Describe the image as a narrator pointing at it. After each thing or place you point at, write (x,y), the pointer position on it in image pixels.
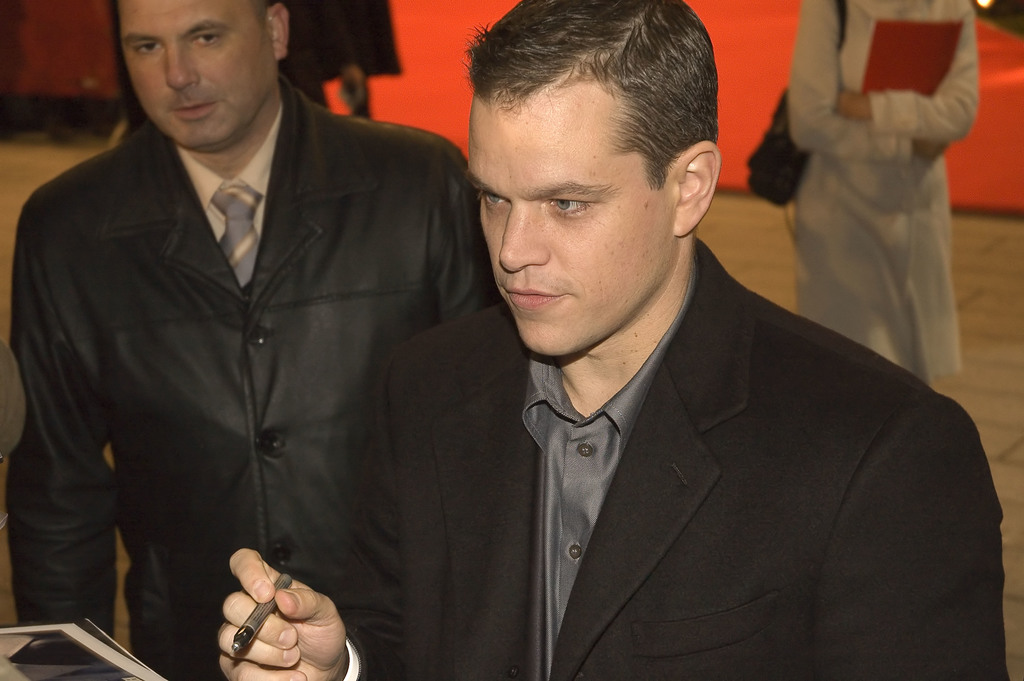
In this image in the foreground (412,301) there are two persons (521,389) who are standing and one person (457,468) is holding a pen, and it seems that he is talking something. In the background (879,232) there is one person (862,138) who is wearing a bag (783,152), and she is holding a book (899,66) and on the floor (766,246) there is a carpet (416,79).
